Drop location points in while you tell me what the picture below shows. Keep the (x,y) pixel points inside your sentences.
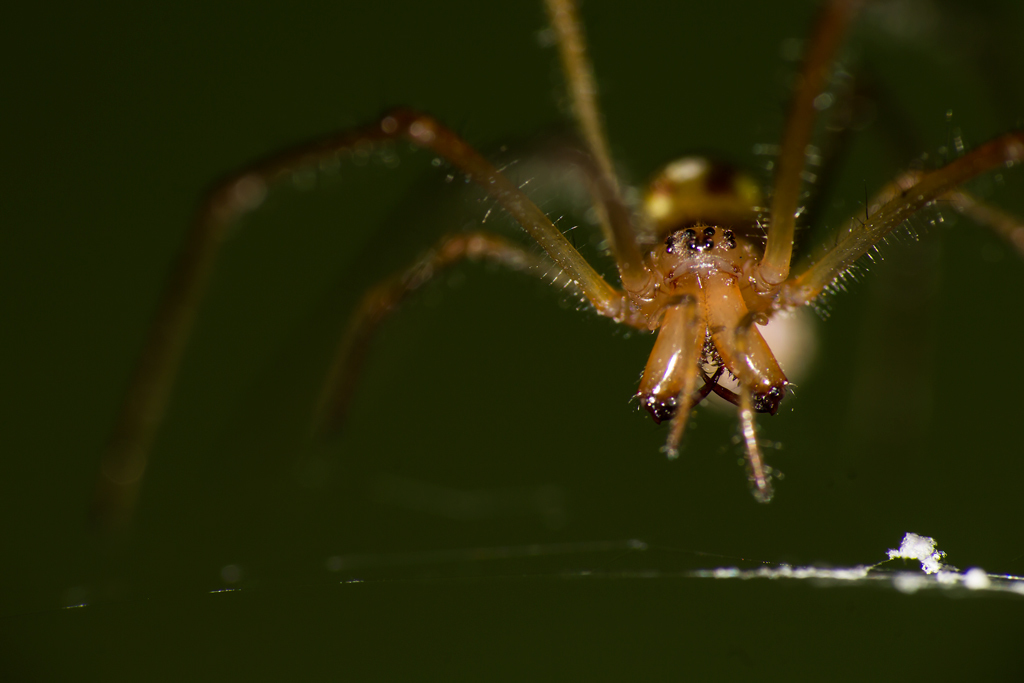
In this image we can see an insect (679,286).
